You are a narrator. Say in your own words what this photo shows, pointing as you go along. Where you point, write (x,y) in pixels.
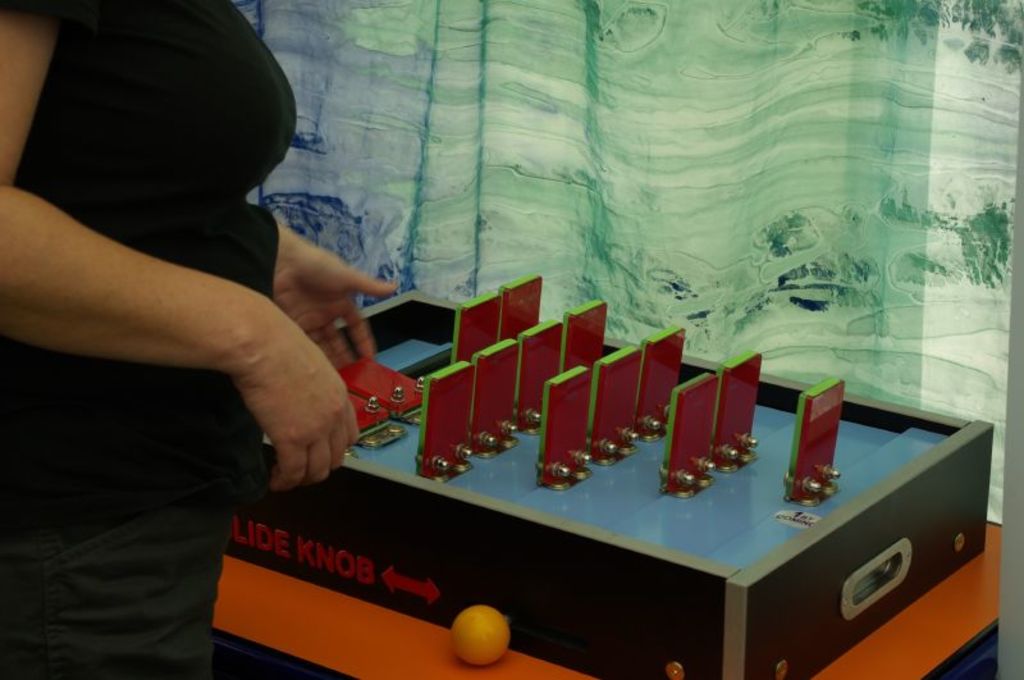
This picture shows a woman (154,368) standing in front of a table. In the background (556,129), there is a curtain (637,139) here. We can see a ball (476,625) here on the table (422,619).
